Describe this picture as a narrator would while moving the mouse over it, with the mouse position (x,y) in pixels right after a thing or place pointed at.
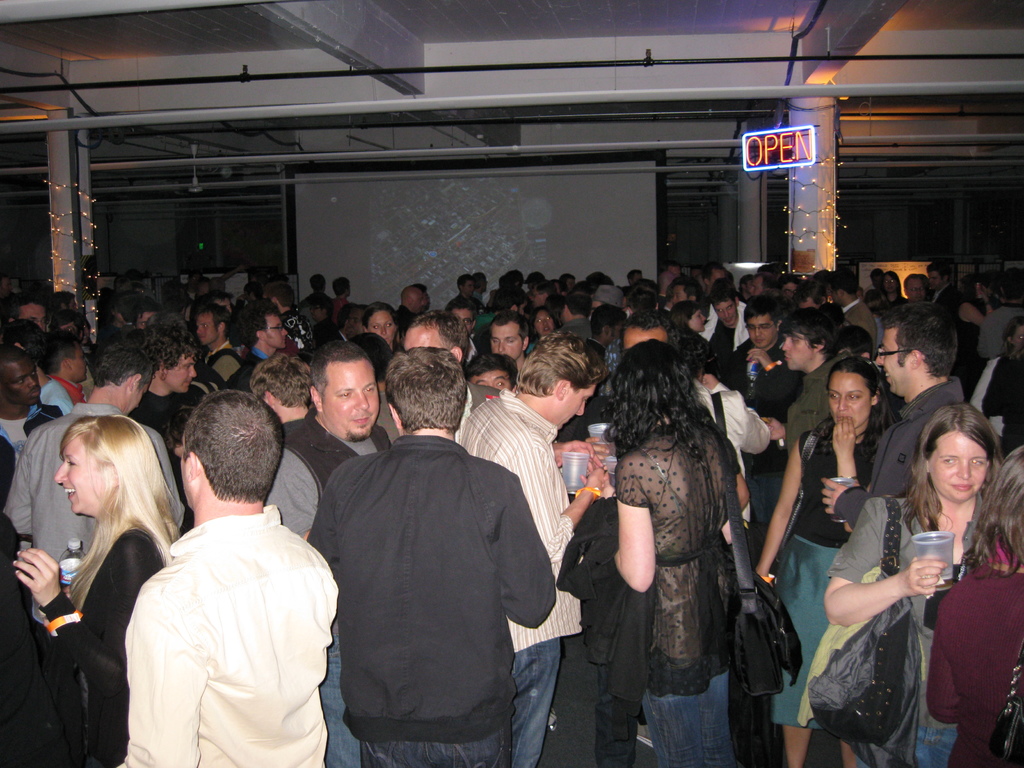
In this picture we can see group of person (285,427) standing on the floor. in the bottom left corner (130,554) there is a woman (106,533) who is holding water bottle (66,565), beside her we can see a man (258,637) who is wearing shirt (274,618). In the bottom right corner (918,573) there is another woman (906,537) who is holding bag (906,643) and the plastic cup (948,542). At the top (788,157) we can see water pipes (714,93) and sign board (791,136). In the background (839,215) we can see lights (809,215). In the background (545,226) there is a projector screen (569,239) near to the wall (682,236).
